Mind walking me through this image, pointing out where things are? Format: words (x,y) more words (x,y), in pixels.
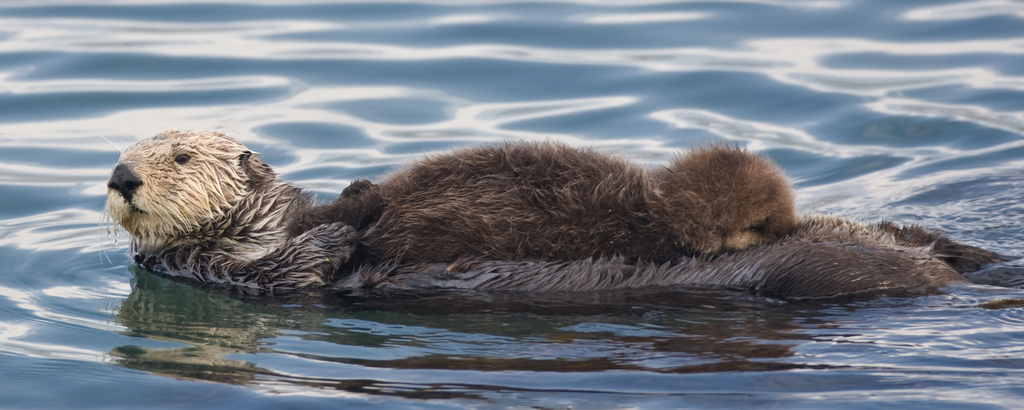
In this image we can see an animal (433,222) in the water (417,323).
